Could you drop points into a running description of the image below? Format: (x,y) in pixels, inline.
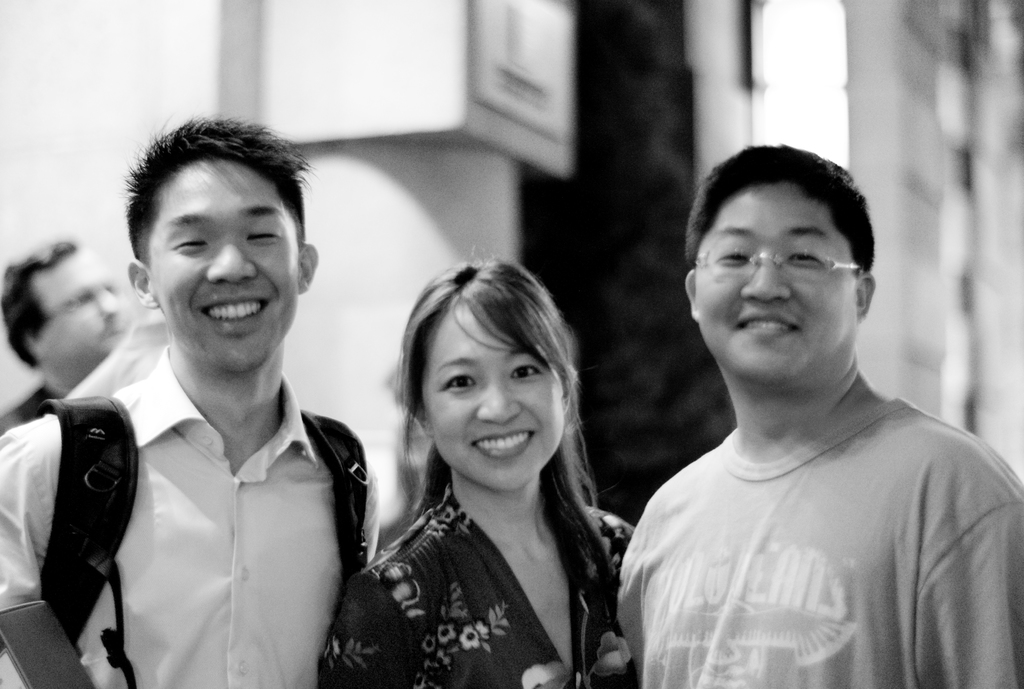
In the foreground of this black and white image, there are two men (161,526) and a woman (522,614) standing and posing to a camera. In the background (107,354), there are people (120,322) and remaining are not clear.
